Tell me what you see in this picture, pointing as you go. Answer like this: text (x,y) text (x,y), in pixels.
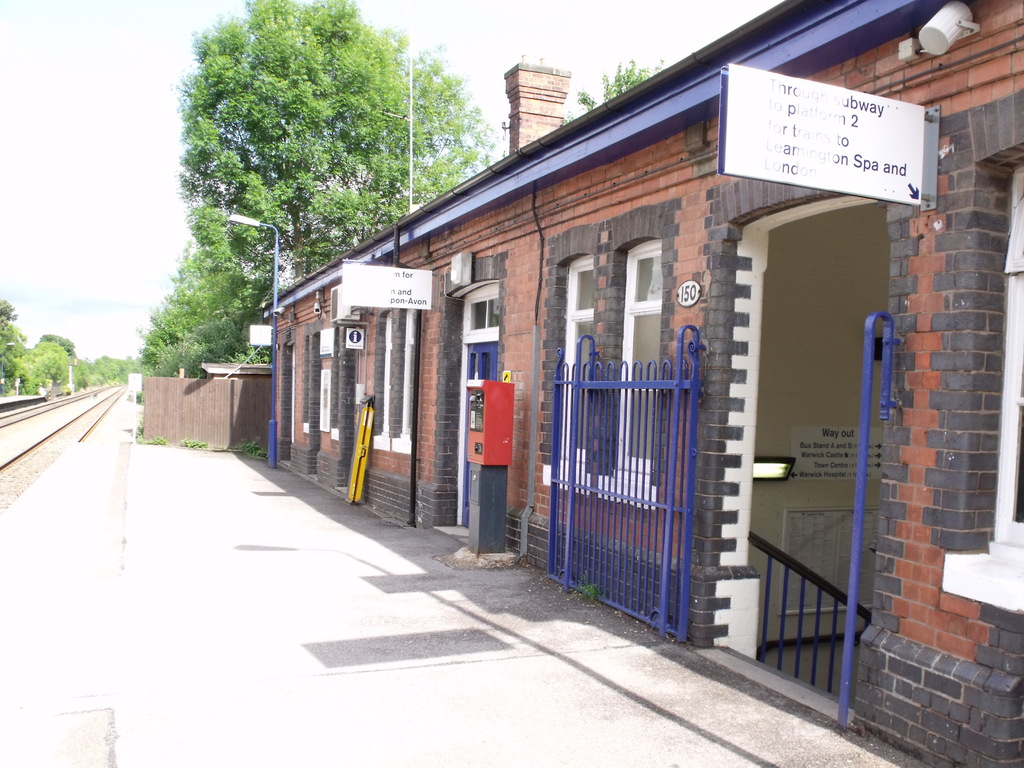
In this image I can see walls (708,384), boards (413,293), grille (612,438), railing (858,512), posters (813,446), light (783,478), windows (644,313), door (484,357), light pole (240,225), train track (25,468) and objects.
